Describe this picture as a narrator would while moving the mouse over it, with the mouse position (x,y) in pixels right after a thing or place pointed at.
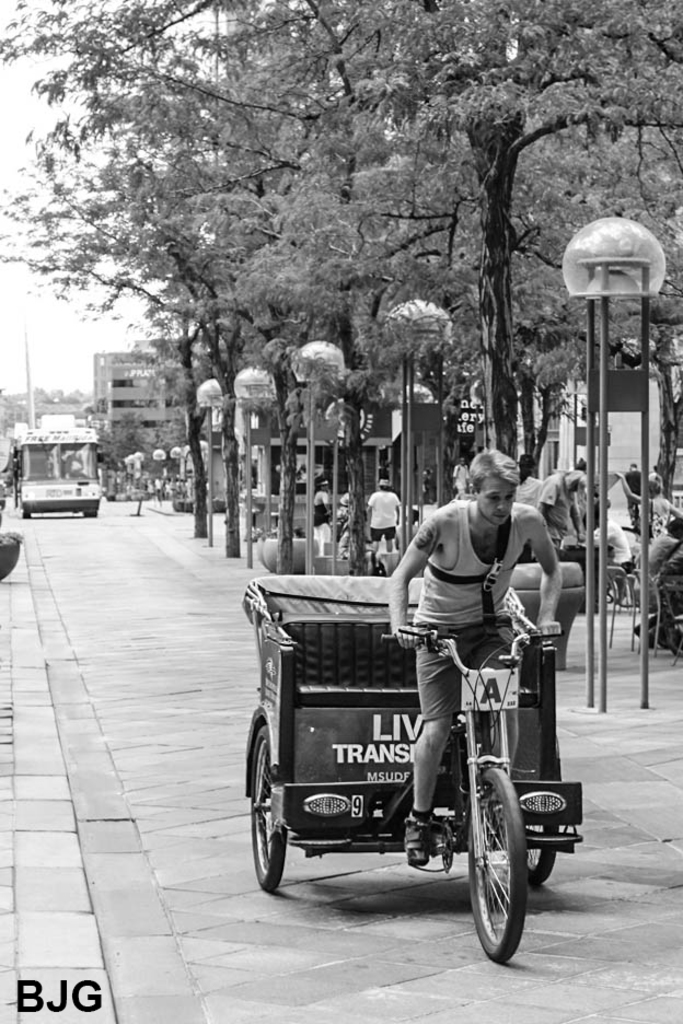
This picture is clicked outside. In the foreground (456,608) we can see a person (469,573) riding a vehicle (373,725) and we can see the text (382,725) on the vehicle (323,753). On the right (560,376) we can see the lamp posts (426,385), trees (510,240), group of people (560,497) sitting on the chairs (614,575) and we can see the group of people (635,514) and many other objects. In the background (100,355) we can see the sky (3,246), buildings (163,412), lamp posts (187,453), a vehicle (91,475) seems to be running on the ground (63,556) and we can see some other objects (123,497). In the bottom left corner (69,989) we can see the text (62,989) on the image.
